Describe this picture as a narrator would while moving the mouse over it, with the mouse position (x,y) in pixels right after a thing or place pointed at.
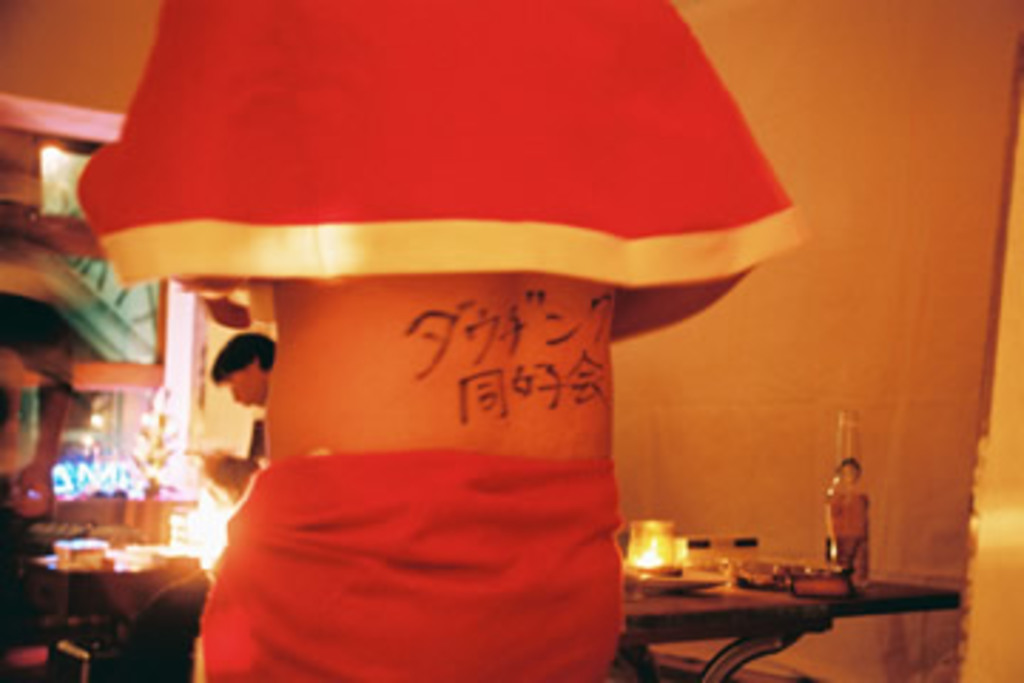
In this image I can see a person (576,234) and I can see another person (234,350) visible in the middle (574,247) and in the background (194,385) I can see the wall (194,385), at the bottom (720,601) I can see table (736,588), on the table (742,605) I can see glass (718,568) and bottles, on the left side (110,592) I can see a person's hand (62,384) and table (134,558) and chair (149,633).
